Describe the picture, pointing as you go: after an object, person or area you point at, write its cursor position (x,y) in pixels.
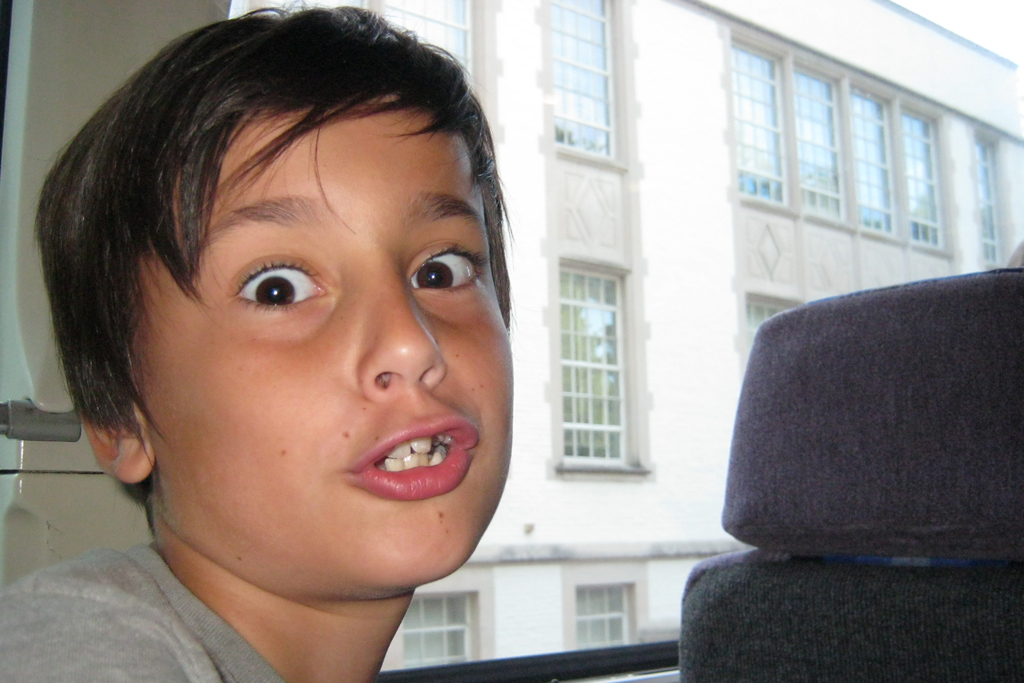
On the left side of the image (297,577) we can see a boy (311,576). On the right (759,602) there is a seat (852,508). In the background (680,381) we can see a building (654,204).
